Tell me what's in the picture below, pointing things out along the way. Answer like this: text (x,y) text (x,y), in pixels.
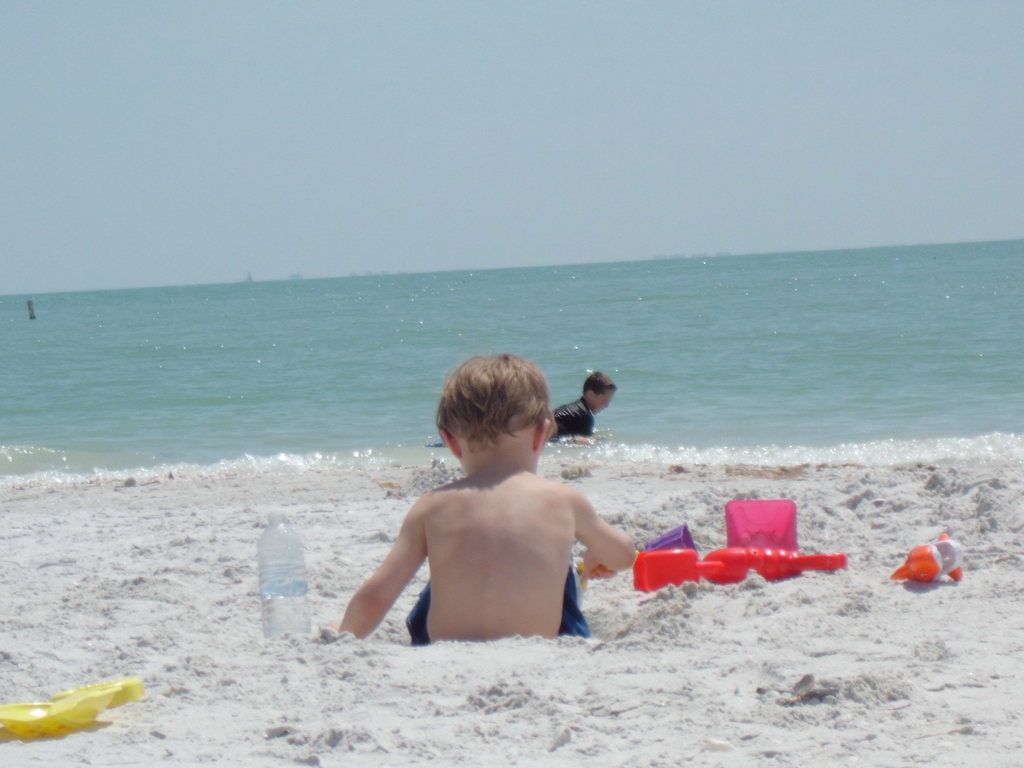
In this picture we can see two kids (610,389), a kid (574,525) in the front (586,500) is sitting, we can see a bottle (297,590) and some toys (792,570) in the front (713,551), in the background (411,336) there is water (398,333), we can see the sky (350,54) at the top of the picture (312,92).
